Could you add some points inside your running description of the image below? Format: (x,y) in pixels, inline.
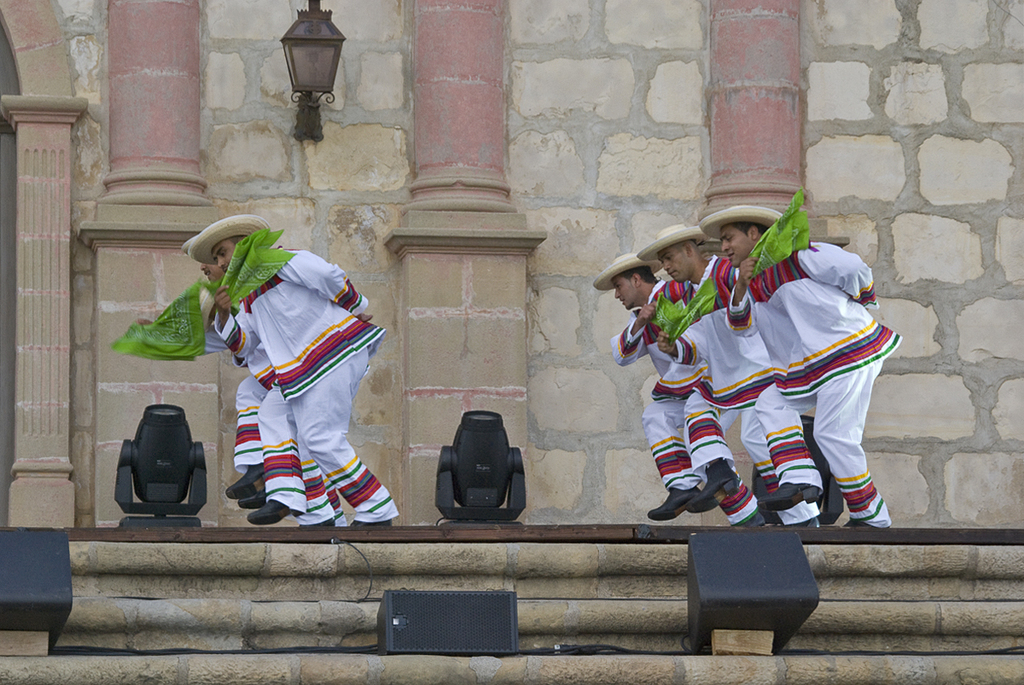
In this image I can see few men (624,266) are standing and I can see all of them are wearing white dress (339,394), black shoes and hats (706,218). I can also see they all are holding green color cloth (791,231). Here I can see few speakers (751,623) and in the background (139,462) I can see few black color things (140,445). I can also see a light (292,88) over here.
